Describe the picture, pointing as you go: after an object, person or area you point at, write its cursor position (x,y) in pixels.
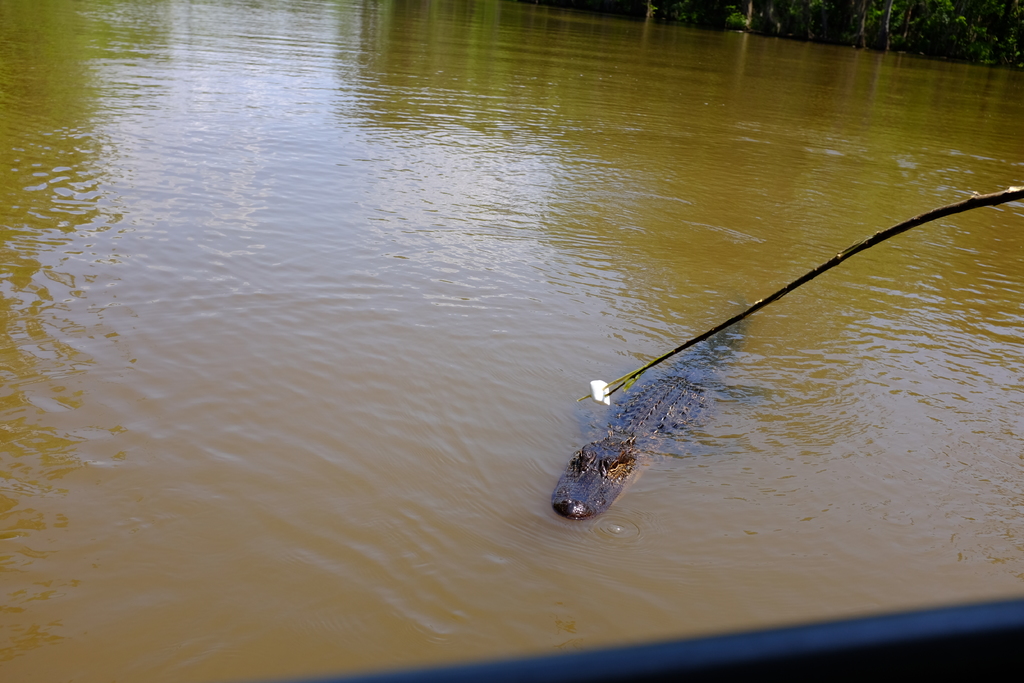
In this picture I can observe a crocodile (651,437) in the water (584,346). In the background (777,34) there are some trees (745,27).
